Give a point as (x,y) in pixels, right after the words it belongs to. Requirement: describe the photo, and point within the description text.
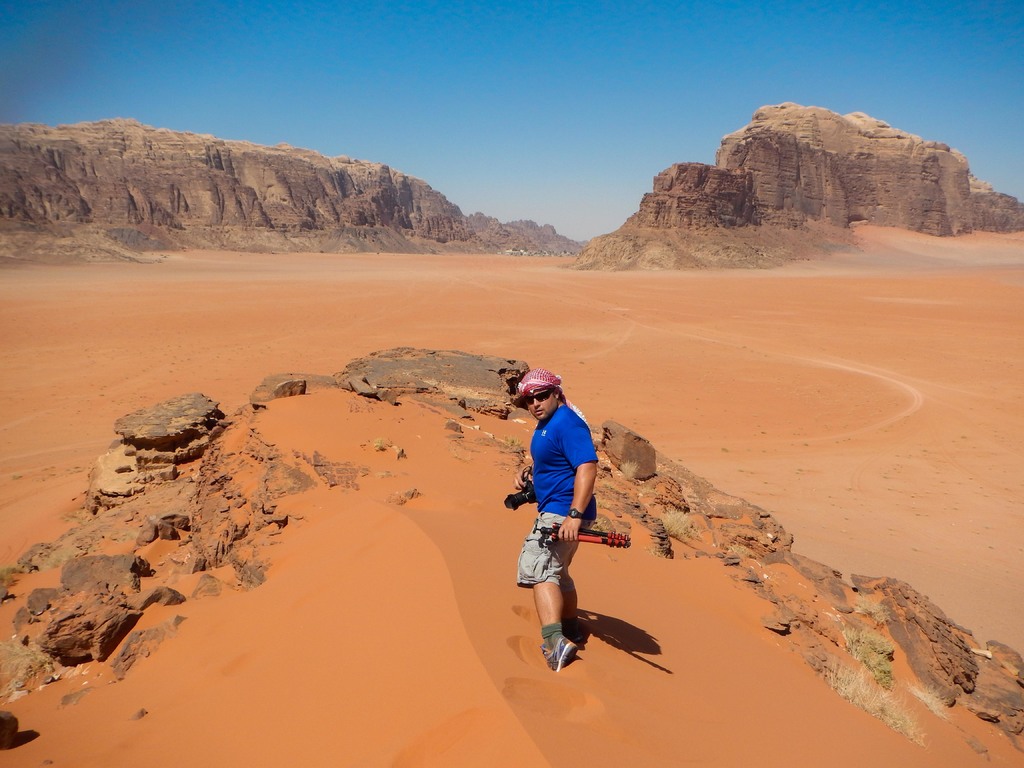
In this picture we observe a blue shirt guy (542,429) who is standing and in the background (330,360) there is all sand (627,346) and two rock mountains (807,206).
